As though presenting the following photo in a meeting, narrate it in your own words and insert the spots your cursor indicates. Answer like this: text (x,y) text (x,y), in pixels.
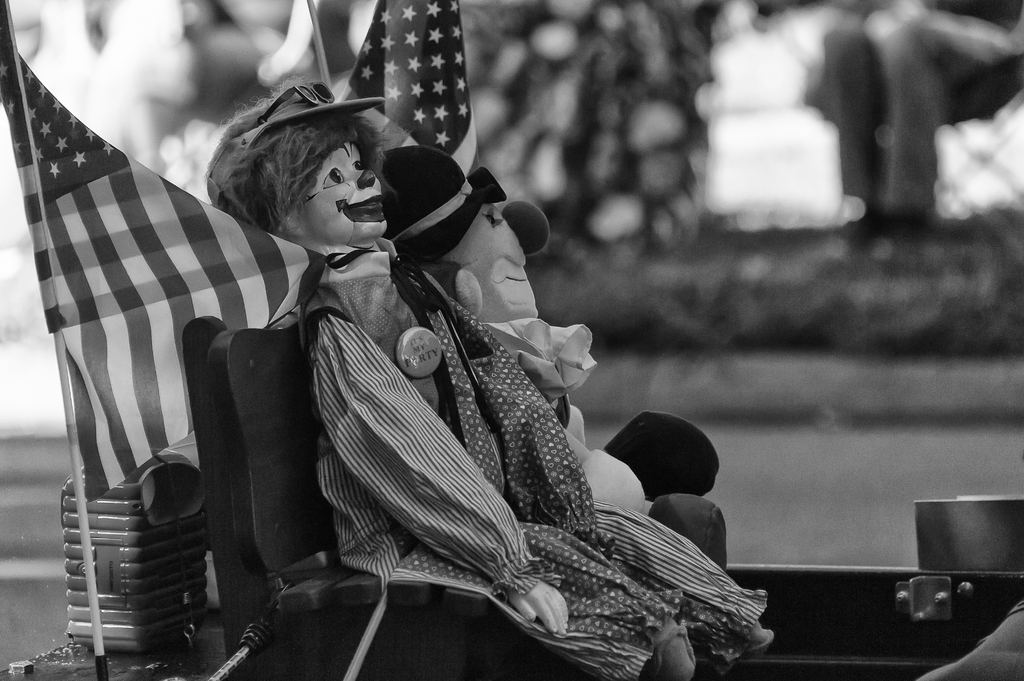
It is a black and white image. Here we can see toys (441,460), chairs (449,635), flags (245,260), stick (93,563) and few objects (877,580). Background (44,541) we can see the blur view.
